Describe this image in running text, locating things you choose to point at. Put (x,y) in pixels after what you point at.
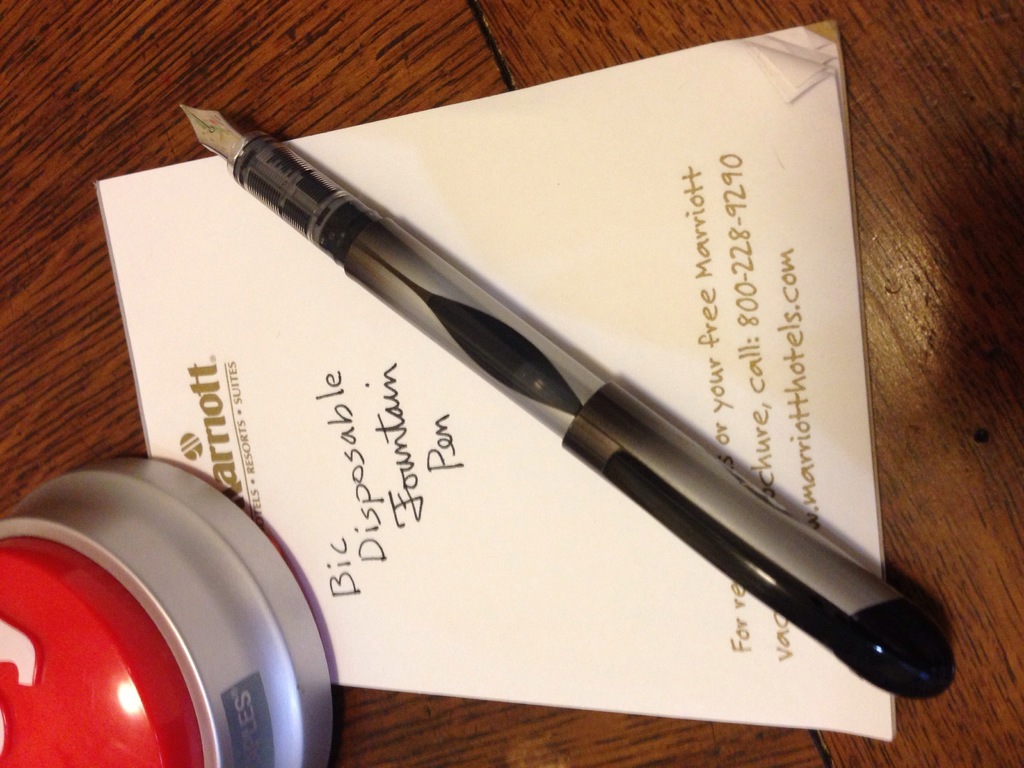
This is a zoomed in picture. In the center (612,499) there is a wooden table (920,87) on the top of which a fountain pen (212,114), papers (458,498) and an object (225,595) is placed and we can see the text (392,506) on the paper (362,449).
